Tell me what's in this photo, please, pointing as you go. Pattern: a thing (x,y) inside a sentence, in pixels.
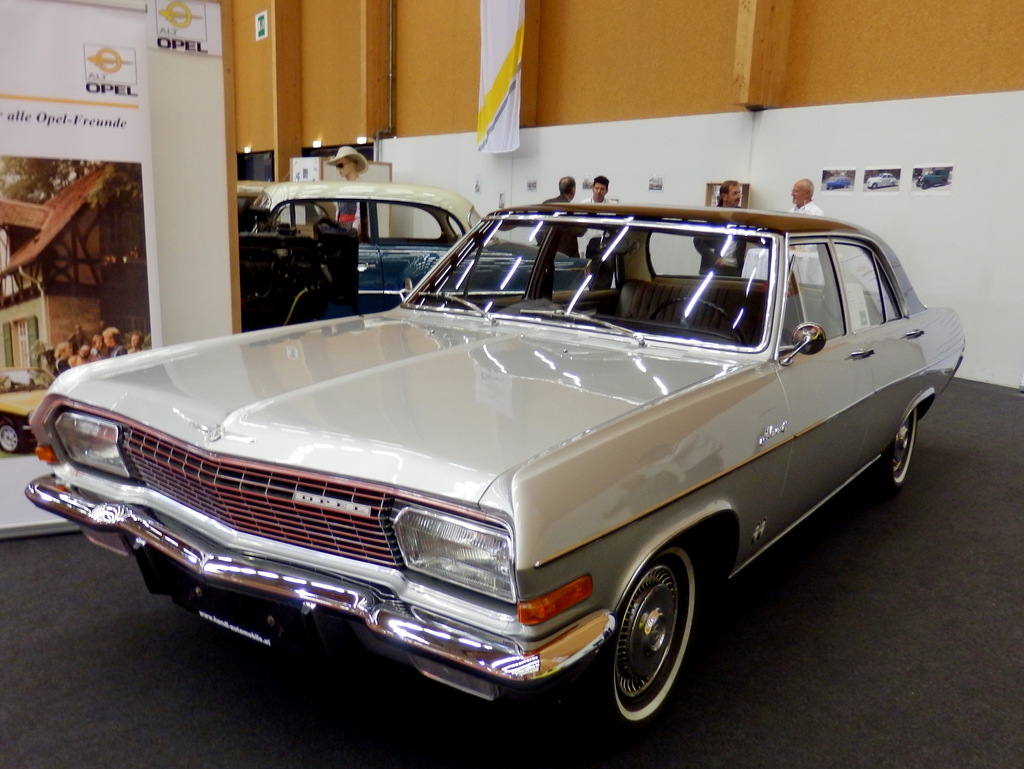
In this image we can see vehicles (490,349). Also there are many people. In the back (578,148) there is a wall (604,132). On the wall (482,208) some images (850,173) are pasted. Also there is a banner (108,80). And we can see statue (344,175) of a person's head (336,172) with goggles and hat (334,159).
